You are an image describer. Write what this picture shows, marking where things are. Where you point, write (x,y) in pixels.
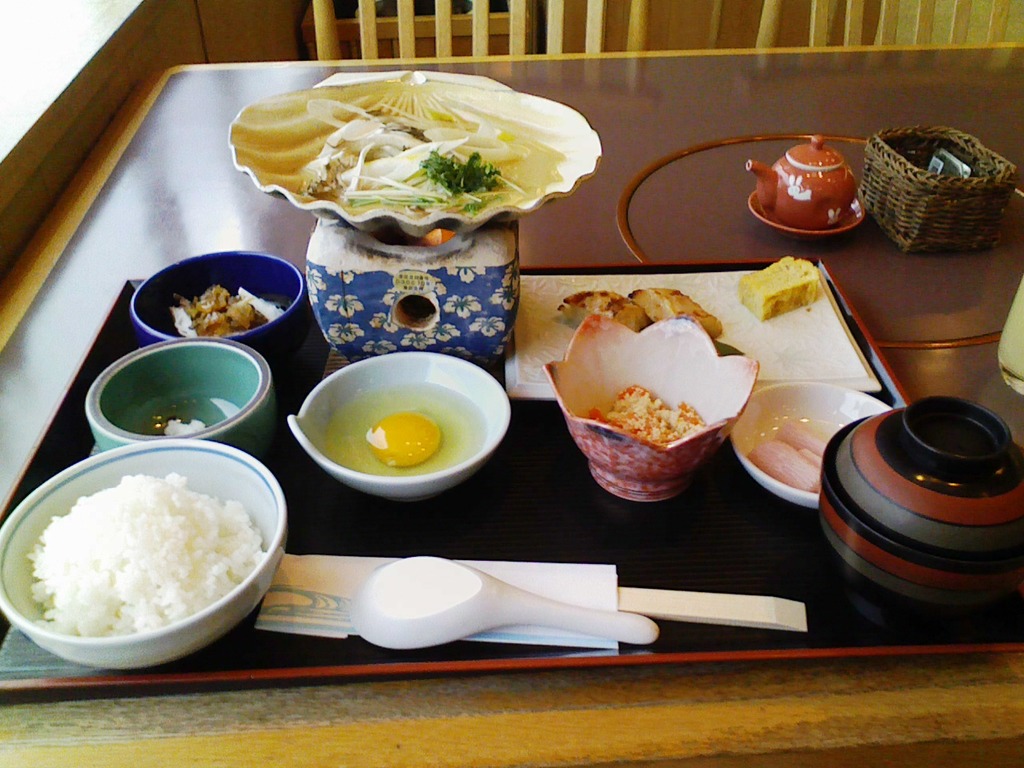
In this image I can see a table (701,743) on which we can see so many food items (80,611) served in the bowl (235,377), beside the table (202,732) there are some other objects (875,17).
